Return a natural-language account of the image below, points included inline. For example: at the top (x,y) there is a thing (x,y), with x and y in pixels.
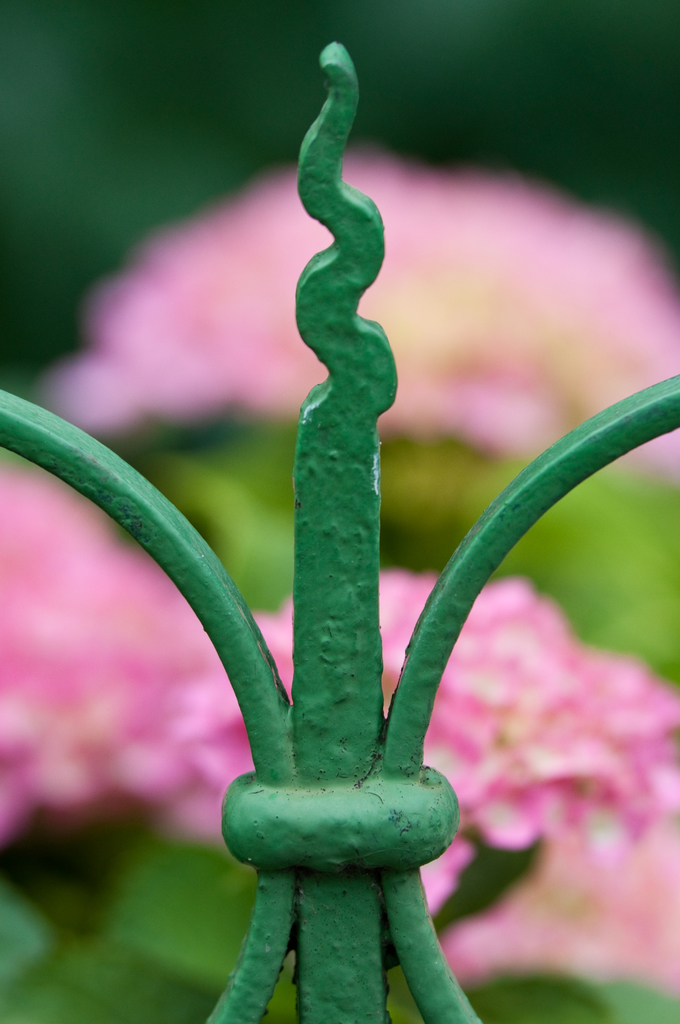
This picture shows flowers (40,526) to the plants (539,583) and a metal fence (280,749). Flowers (74,811) are pink in color.
